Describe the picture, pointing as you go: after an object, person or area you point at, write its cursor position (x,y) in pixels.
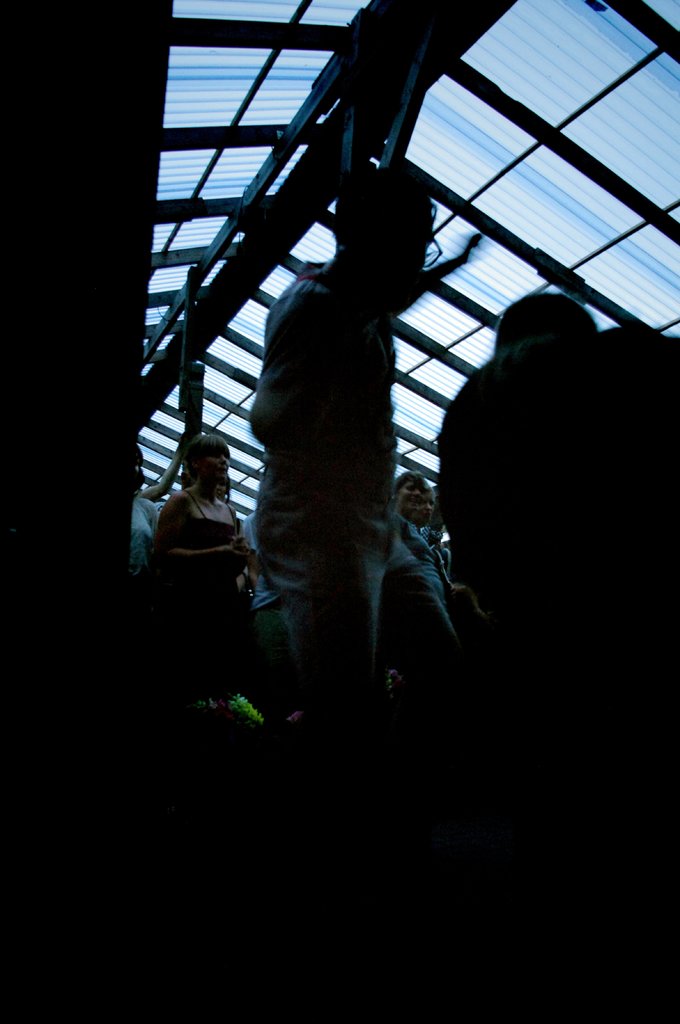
At the bottom (365,716) the image is dark but we can see few persons (191,447) are standing. There are poles (378,140) on the glass roof (524,67).
